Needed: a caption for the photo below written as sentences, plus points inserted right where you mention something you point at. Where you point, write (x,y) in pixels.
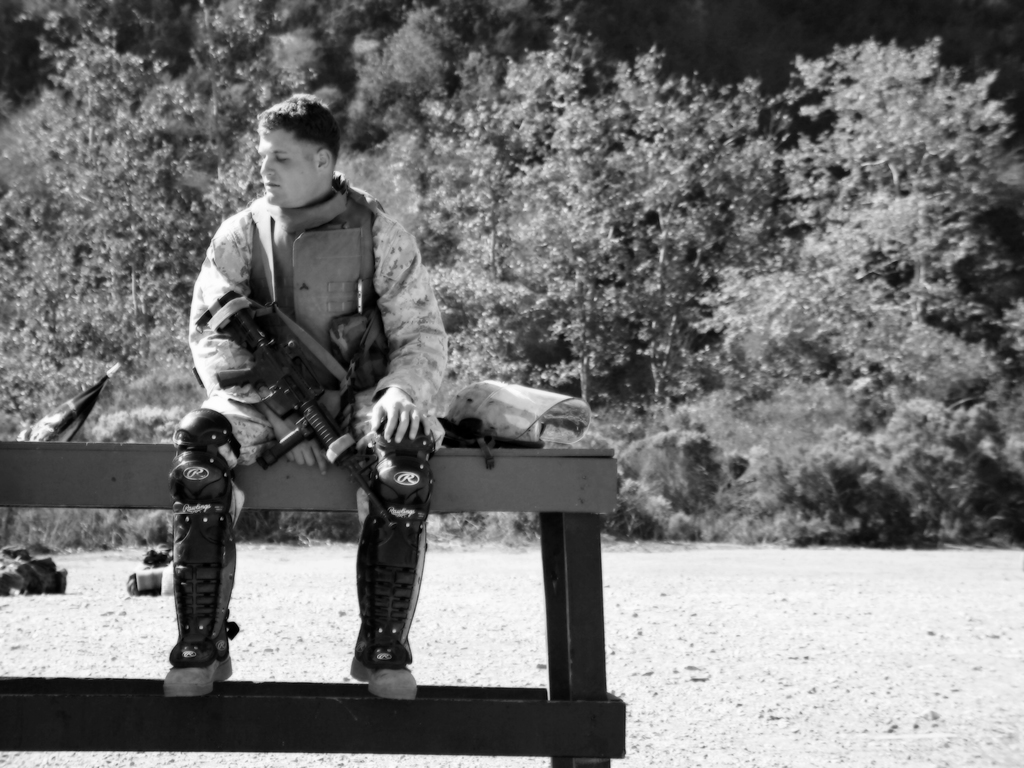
In this image we can see a person (247,409) sitting on the chair (31,710) and holding the gun (307,408), beside him there is an object (517,398), in the ground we can see some other objects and in the background (604,161) we can see trees (105,362).
